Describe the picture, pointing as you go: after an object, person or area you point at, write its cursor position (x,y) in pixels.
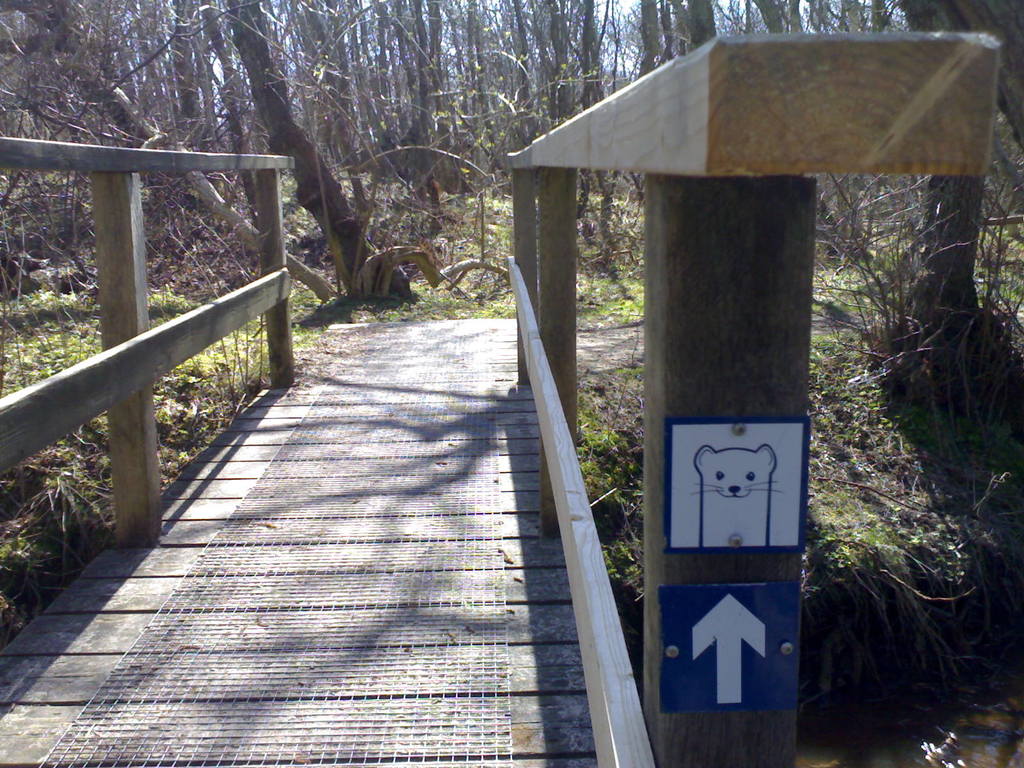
In this image, I can see a wooden bridge (257,303). On the right side of the image (687,488), there are sign boards (701,589) attached to the wooden bridge (690,404). In the background (358,279), there trees (339,240) and grass (394,304).
